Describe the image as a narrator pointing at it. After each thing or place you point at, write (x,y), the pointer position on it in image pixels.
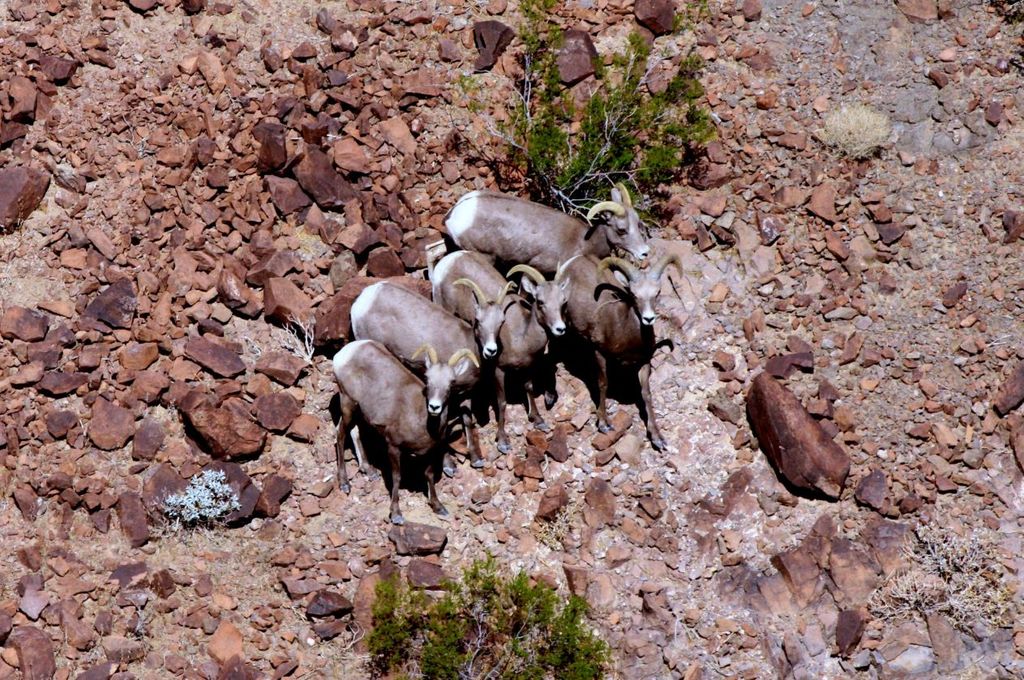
In this image, we can see animals (361,459), trees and rocks (773,299) on the ground (752,454).
